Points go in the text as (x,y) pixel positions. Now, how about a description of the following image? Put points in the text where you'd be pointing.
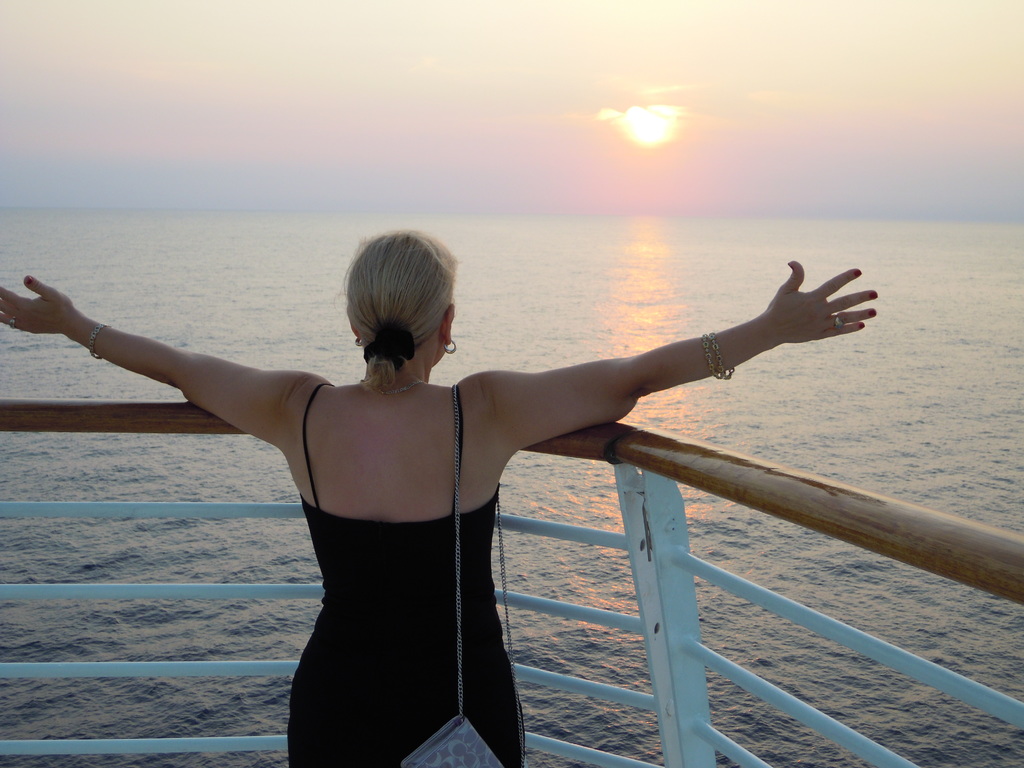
In this image there is a woman (468,417) standing, in front of her there is a sea (809,391). In the background (647,81) there is the sky (792,102).
